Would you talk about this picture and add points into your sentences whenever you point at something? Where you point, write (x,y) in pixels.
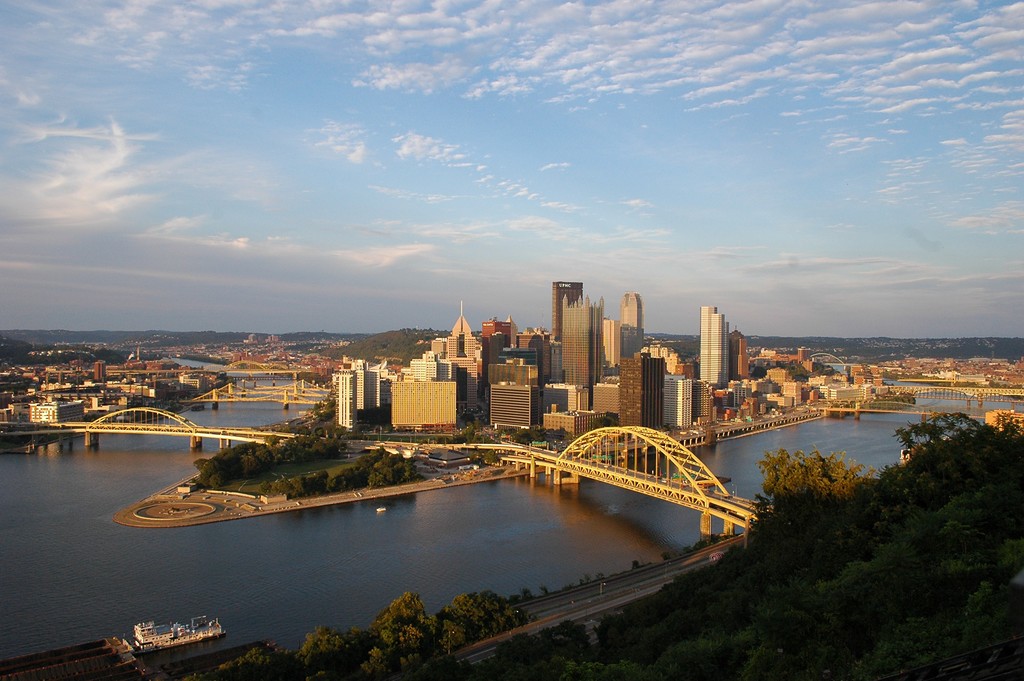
In the picture we can see an Aerial view of the city (646,473) on the water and we can see some buildings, tower buildings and bridges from some part of land (305,466) to another part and in the water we can see a boat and in the background (379,339) we can see some hills (360,342) and sky (423,134) with clouds (307,11) and near to the buildings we can see some trees (259,467).
